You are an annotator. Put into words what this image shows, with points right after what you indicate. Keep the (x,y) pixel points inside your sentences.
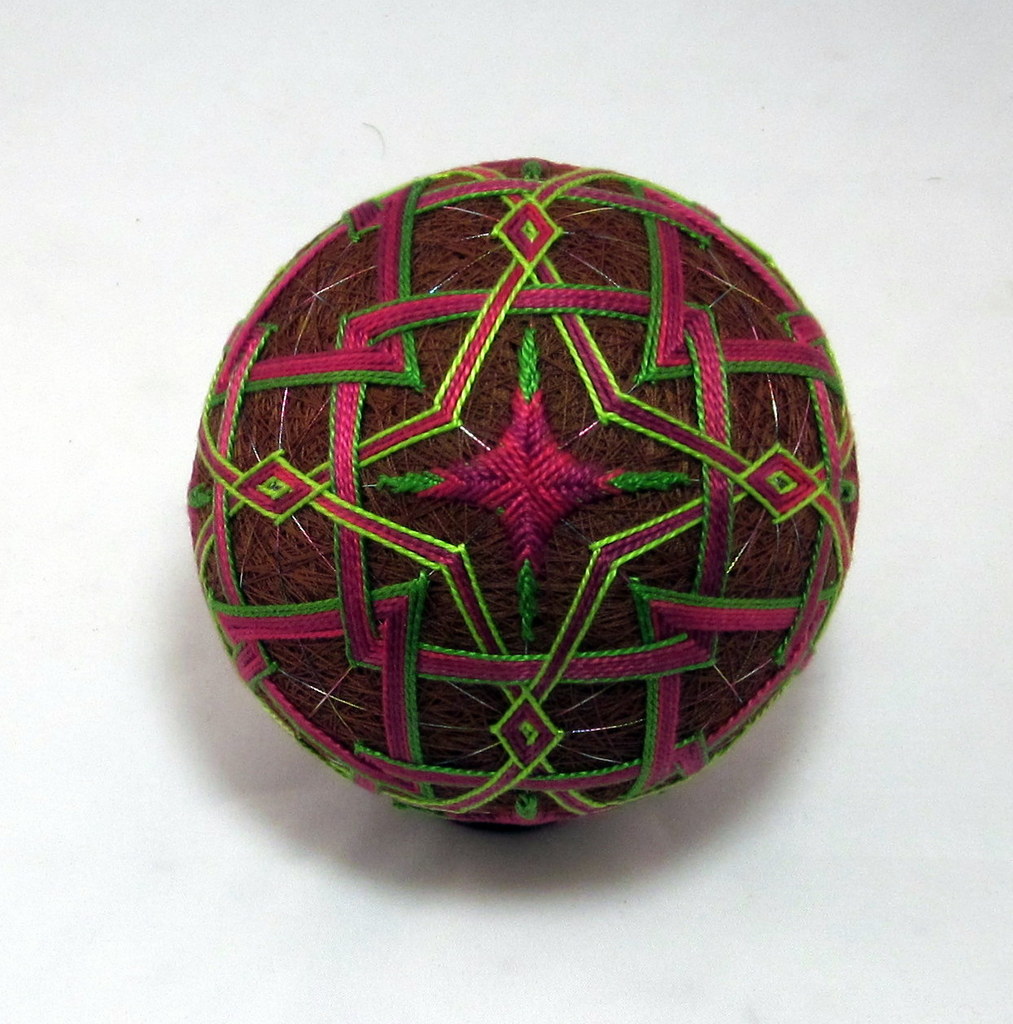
Here we can see colorful thread ball (530,540) on white color surface (503,873).
